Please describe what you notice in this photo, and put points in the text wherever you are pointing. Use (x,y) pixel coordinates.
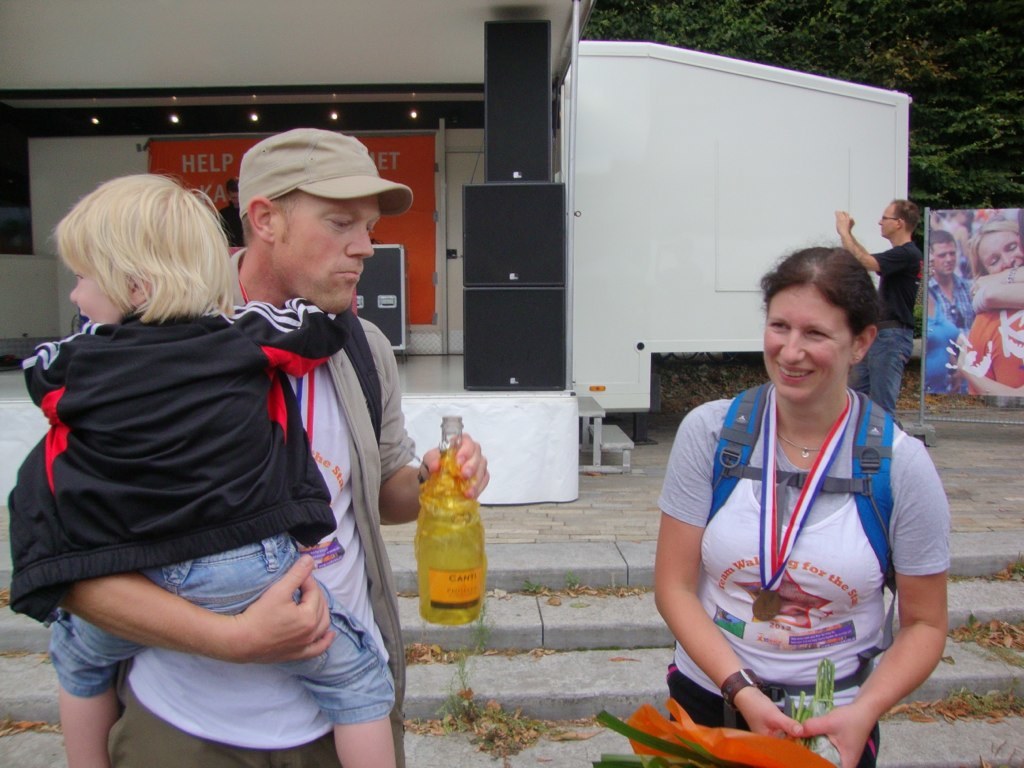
In the image there are two people (776,651) standing in the front (404,671) and the first person (404,671) is holding a kid (280,470) with his hand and a bottle (452,584) in his other hand (463,479), behind them there are many speakers (490,354) and on the right side (908,233) another person (896,343) is making some arrangements, beside him there is a poster (1002,258) and in the background (994,163) there are few trees (873,81).
